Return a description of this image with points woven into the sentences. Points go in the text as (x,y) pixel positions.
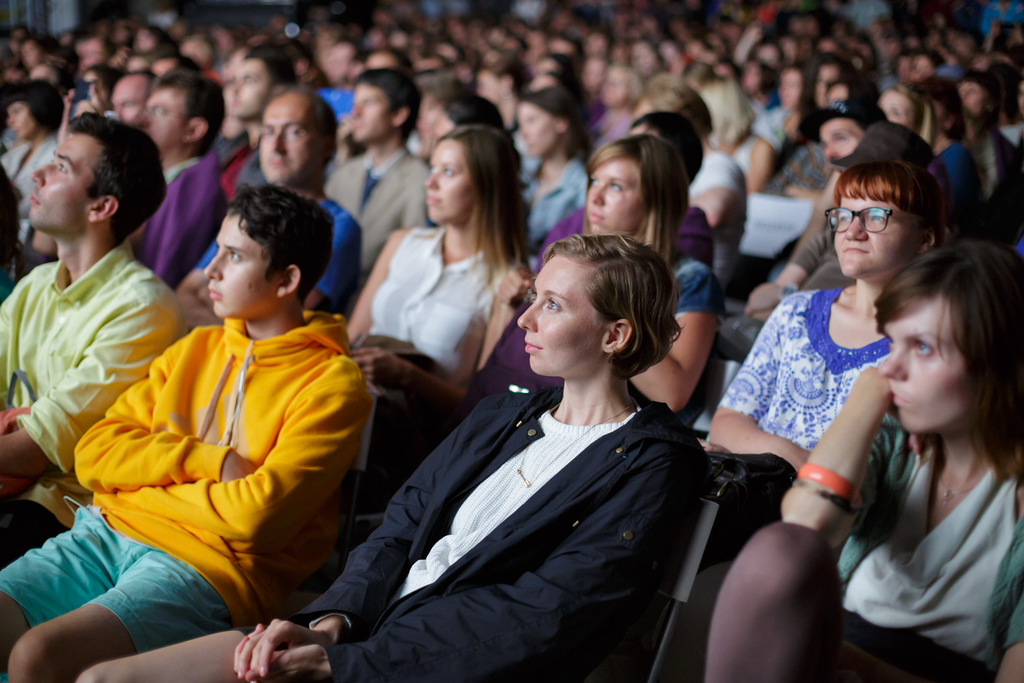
In this I can see on the right side (881,510) a beautiful woman (872,578) is sitting on the chair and looking at the left side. A group of people (808,473) are sitting and looking at the left side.
